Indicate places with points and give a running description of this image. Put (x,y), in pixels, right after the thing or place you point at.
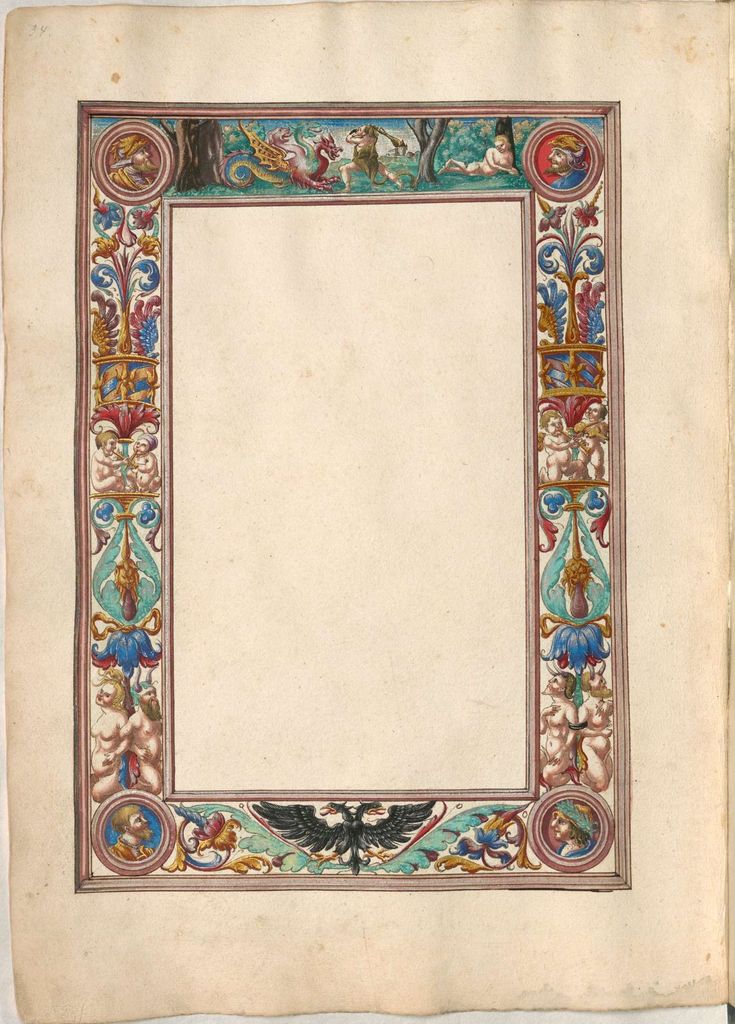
In this image I can see a cream colour thing (158,459) and on it I can see different types of colourful paintings (527,324).
